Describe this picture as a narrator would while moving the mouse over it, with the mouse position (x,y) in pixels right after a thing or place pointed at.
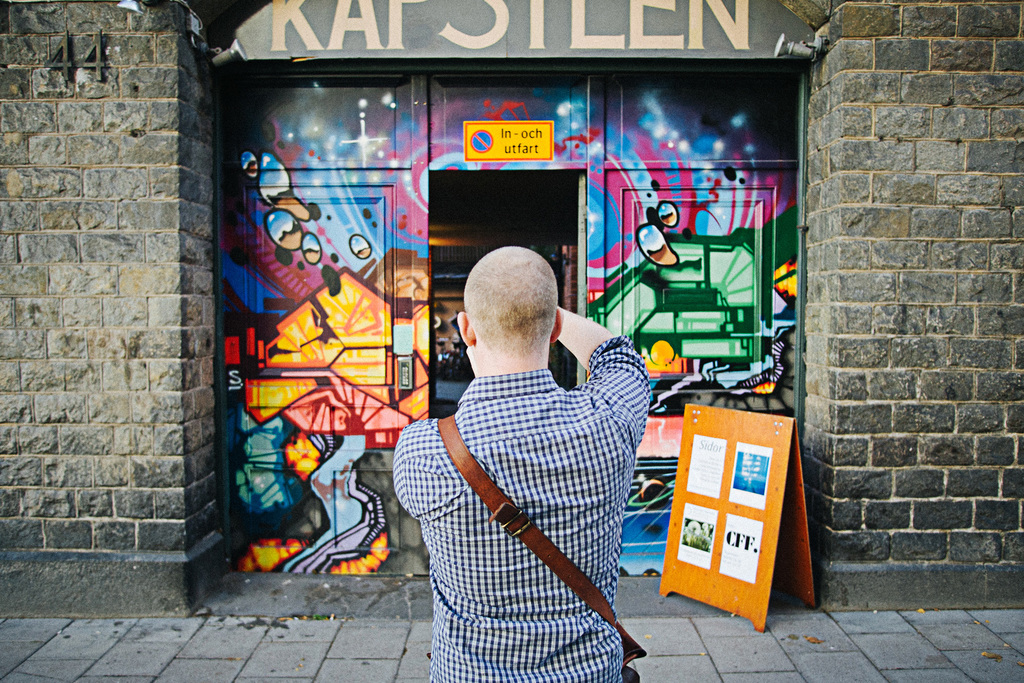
In the center of the picture (504,364) there is a person (565,475) standing. In the center of the background (721,298) there are doors (476,102), boards (725,438), text (717,460) and graffiti (418,139) on the doors (705,232). On the right (857,494) it is wall (890,79). On the left (172,232) it is wall (101,297).
